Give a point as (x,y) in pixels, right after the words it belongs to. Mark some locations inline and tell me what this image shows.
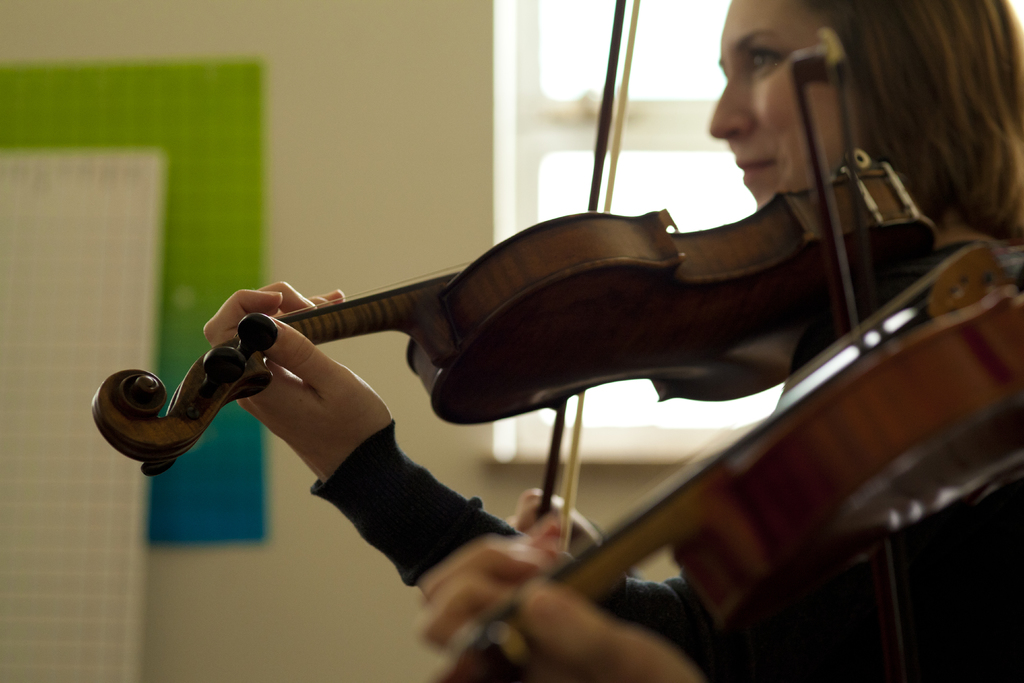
In this image we can see a woman (961,203), and she is smiling, playing the violin (889,163), and here is the wall (454,104), and here is the window (662,59).
